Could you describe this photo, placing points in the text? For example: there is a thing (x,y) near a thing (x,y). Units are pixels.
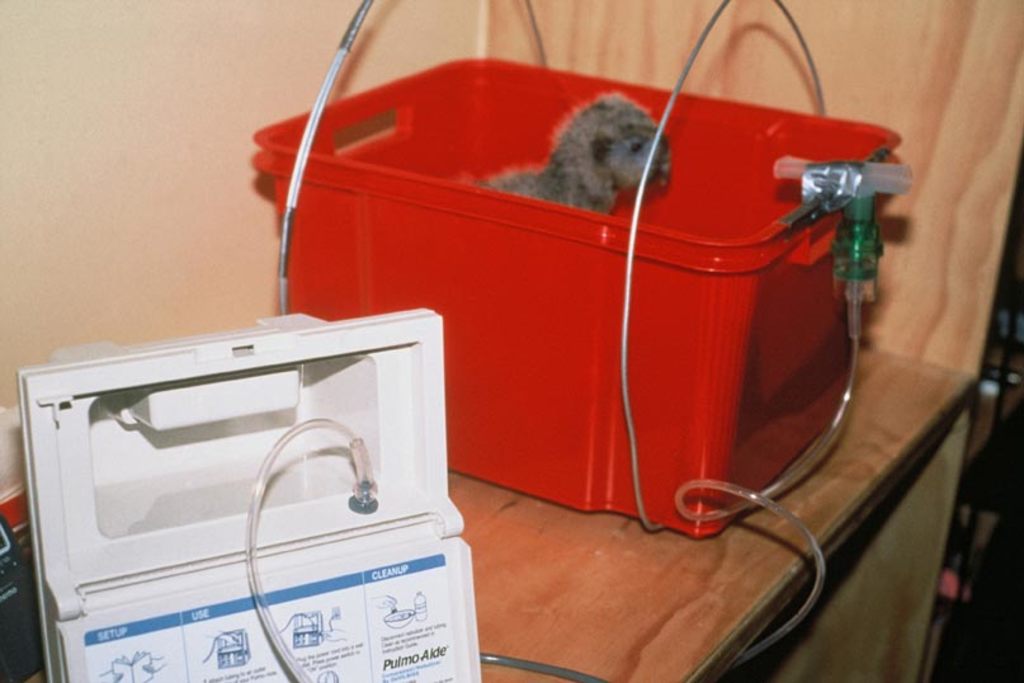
In this picture we can see a table (519,604) and on the table (509,506) there is a red plastic container (508,279) and other things (424,609) and behind the items (156,458) there is a wall (140,157).
